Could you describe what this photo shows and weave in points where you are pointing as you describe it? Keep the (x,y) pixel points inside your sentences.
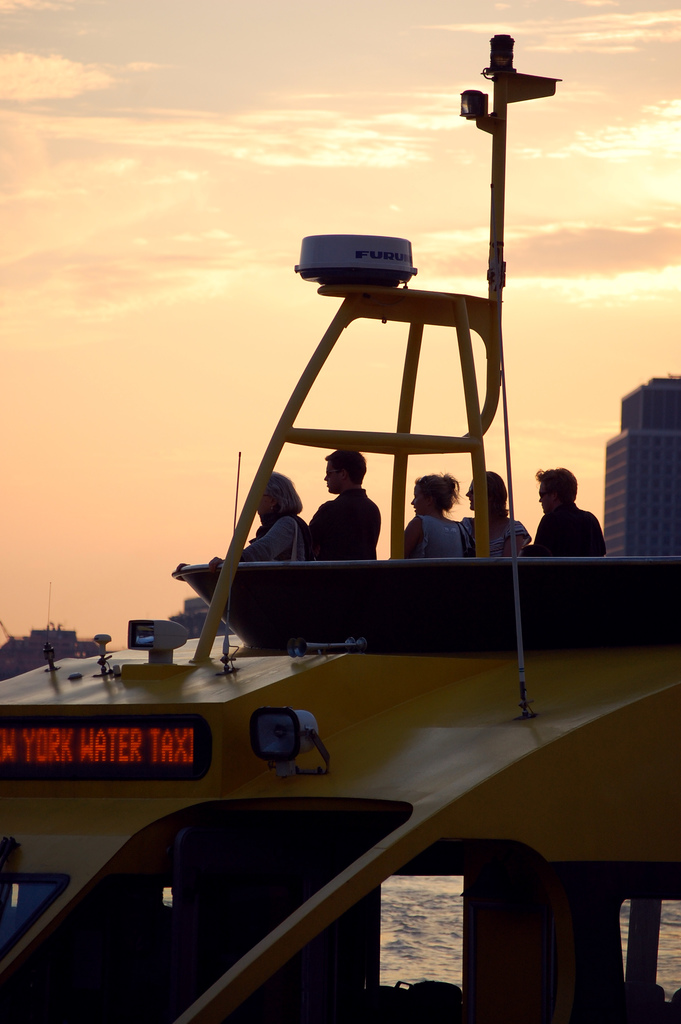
In this image there is a boat (354,741), people (361,509), digital board (94,734), water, buildings (680,544), cloudy sky (172,609) and objects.
